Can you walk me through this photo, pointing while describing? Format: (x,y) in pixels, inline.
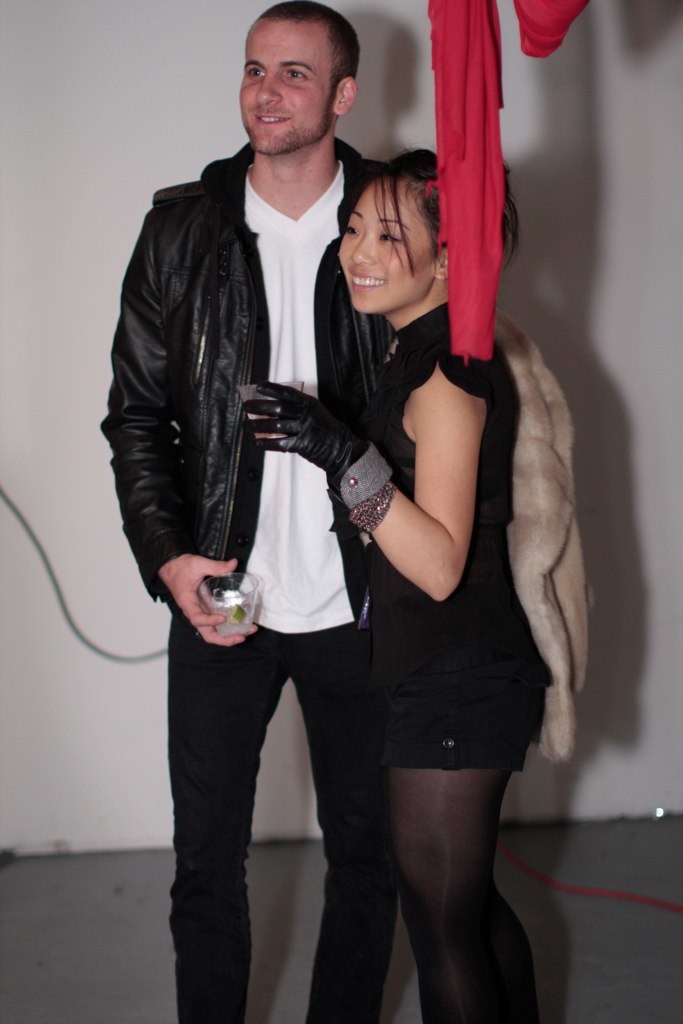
In this image, I can see two persons (313,499) standing and smiling. These two persons (353,541) are holding the glasses (230,600). At the top of the image (461,135), I can see a red cloth (468,56). In the background (378,91), there is a wall (67,431).
